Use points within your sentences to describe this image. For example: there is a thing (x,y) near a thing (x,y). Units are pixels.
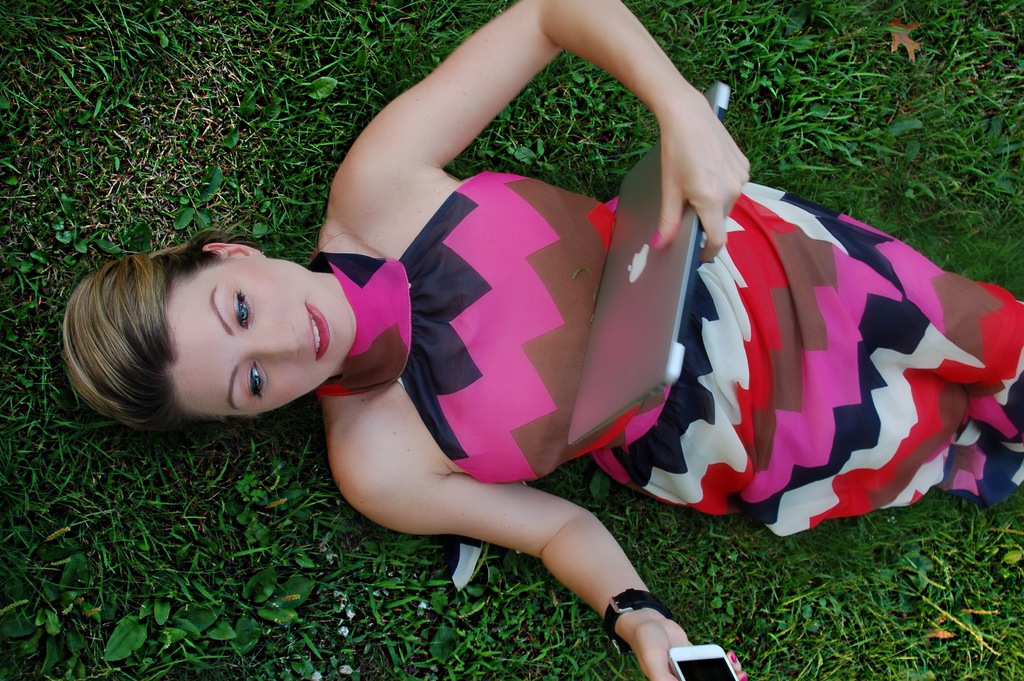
A beautiful girl (700,171) is laying on the grass (1009,642), she holding a laptop (651,325) and a mobile phone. She wore a pink, black, brown color dress (536,375).
